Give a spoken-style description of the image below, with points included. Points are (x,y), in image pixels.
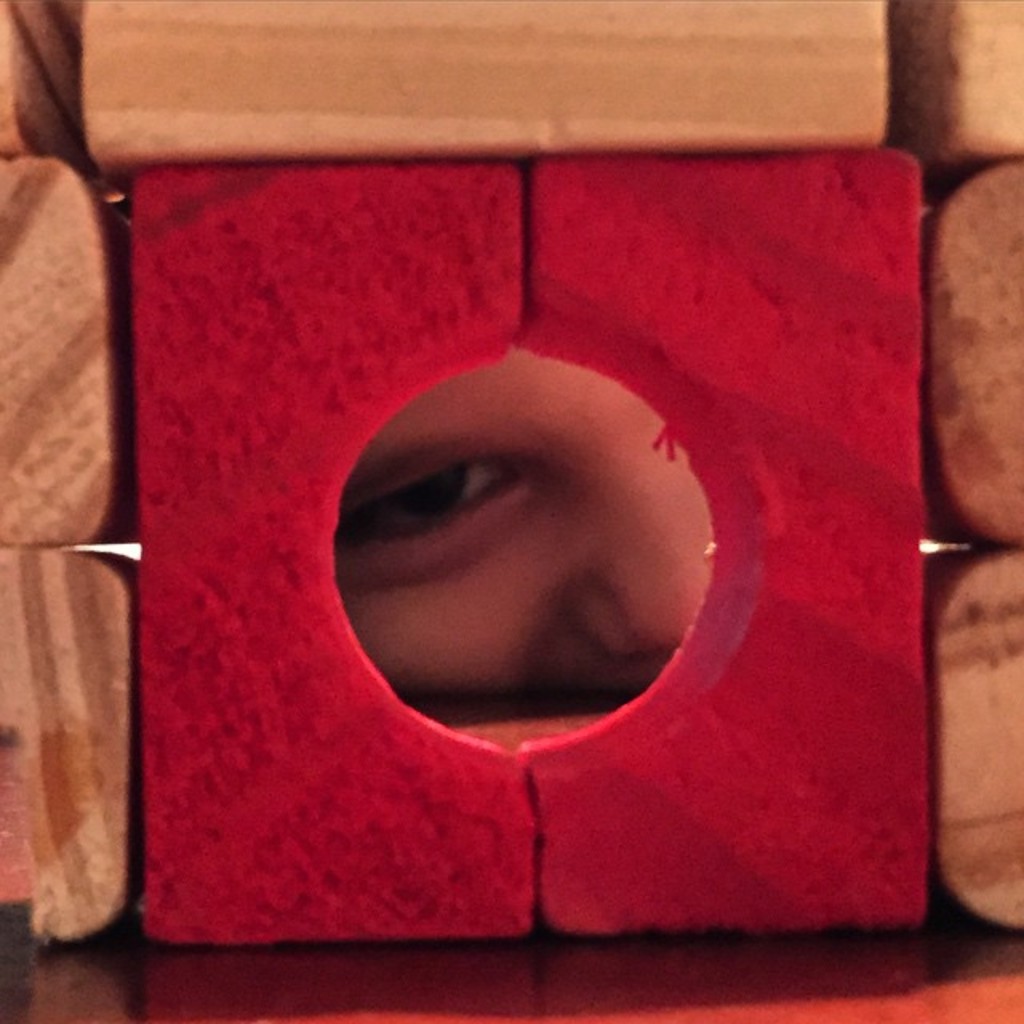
In the center of the image (593,648) there is a block hole (567,629) through which we can see eye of a person (574,573). Behind the block (269,281) there are a few other blocks (80,677).
